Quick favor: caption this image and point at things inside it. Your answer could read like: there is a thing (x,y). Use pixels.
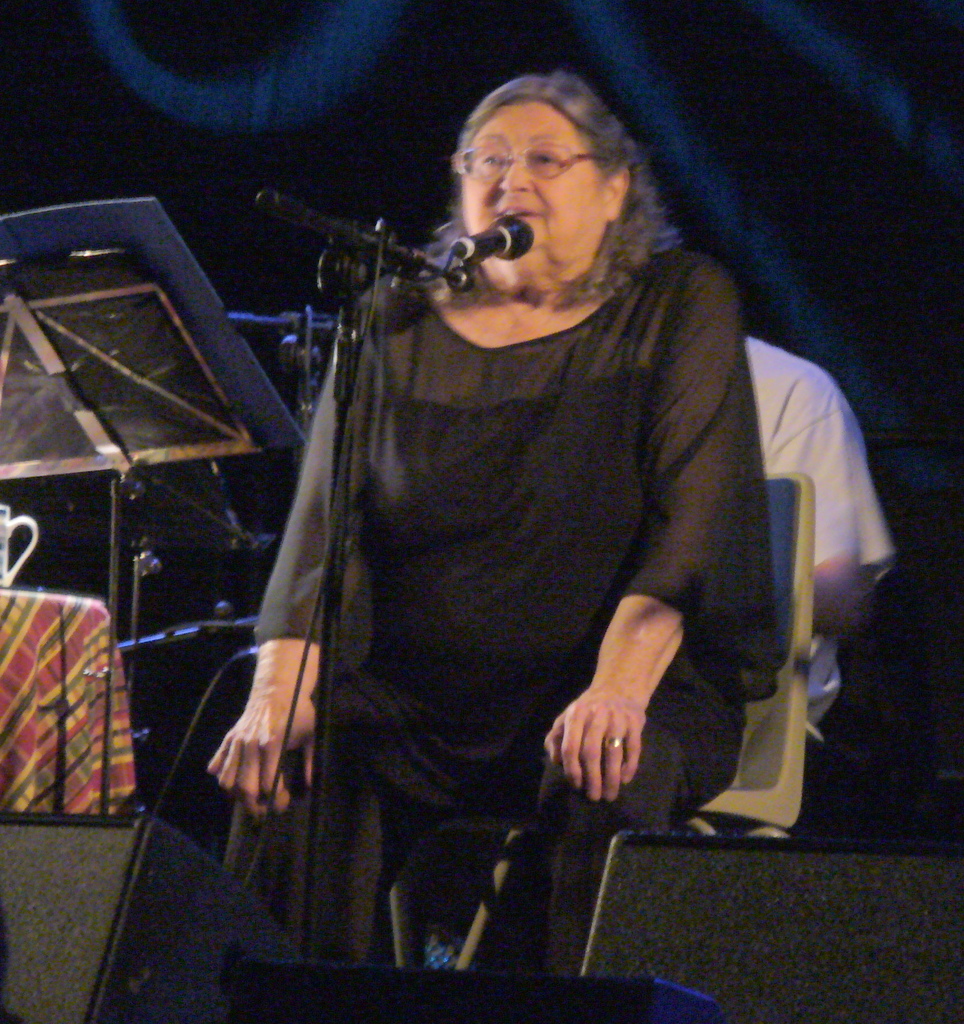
In this picture we can see a woman (613,564) is sitting on a chair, there is a microphone (459,256) in front of her, on the left side (158,432) there is a music stand (129,442), we can see a table (82,637) and another person (843,491) in the background (831,494), there is a mug (2,524) present on the table (14,719).
